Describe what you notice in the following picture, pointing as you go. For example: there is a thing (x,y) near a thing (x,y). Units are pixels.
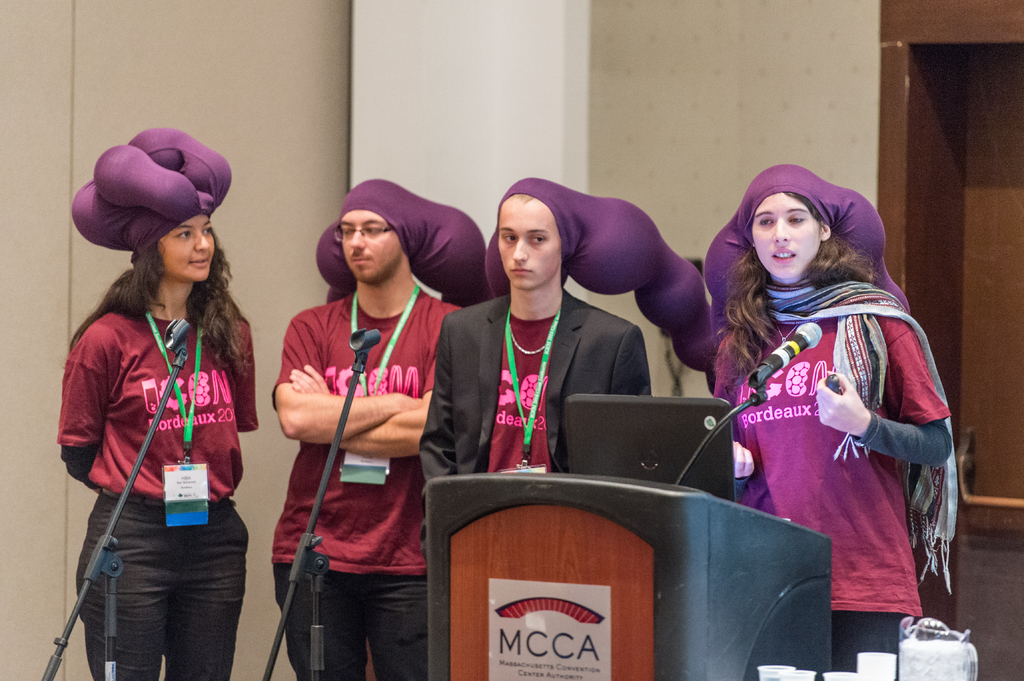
In this picture we can see a few people (108,350) standing on the path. There are stands (109,538), mics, laptop (649,412) and a poster (603,665) on the podium (663,631). We can see a few glasses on the right side (875,663). A wall (505,18) is visible in the background (647,84).
